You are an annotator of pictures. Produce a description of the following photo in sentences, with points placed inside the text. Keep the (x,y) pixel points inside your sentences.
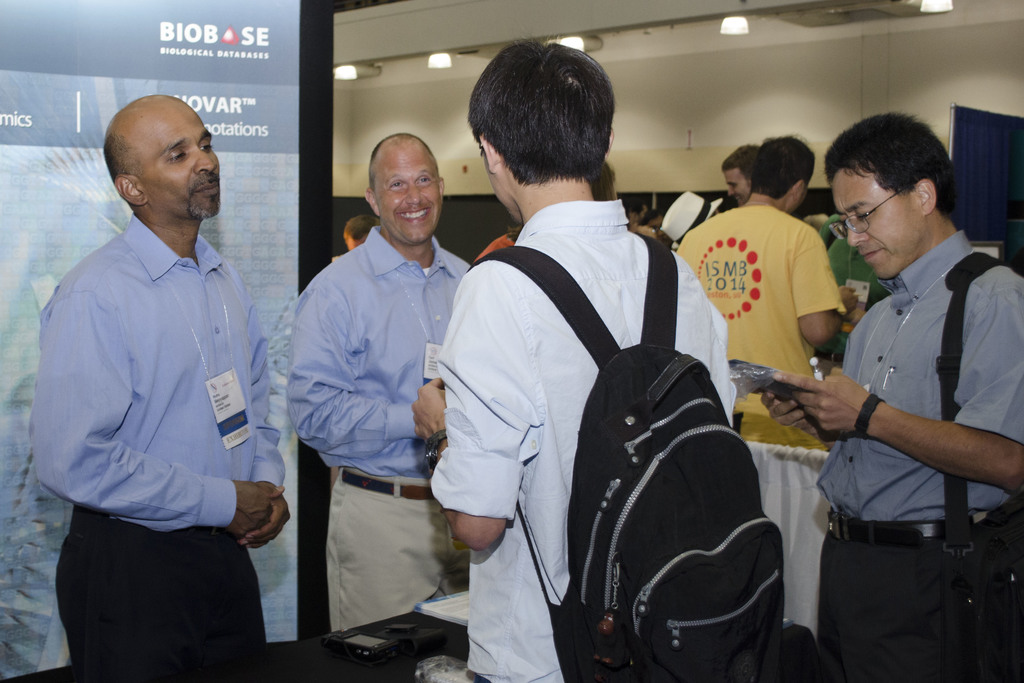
In this image I can see the group of people (400,369) standing and these people (797,277) are wearing the different color dresses (510,318). I can see two people (539,352) are wearing the bags (738,579). To the left (47,231) I can see the banner (32,199) and there are some objects (360,654) on the black color table (294,648). In the back (461,155) I can see the wall (708,90) and lights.
